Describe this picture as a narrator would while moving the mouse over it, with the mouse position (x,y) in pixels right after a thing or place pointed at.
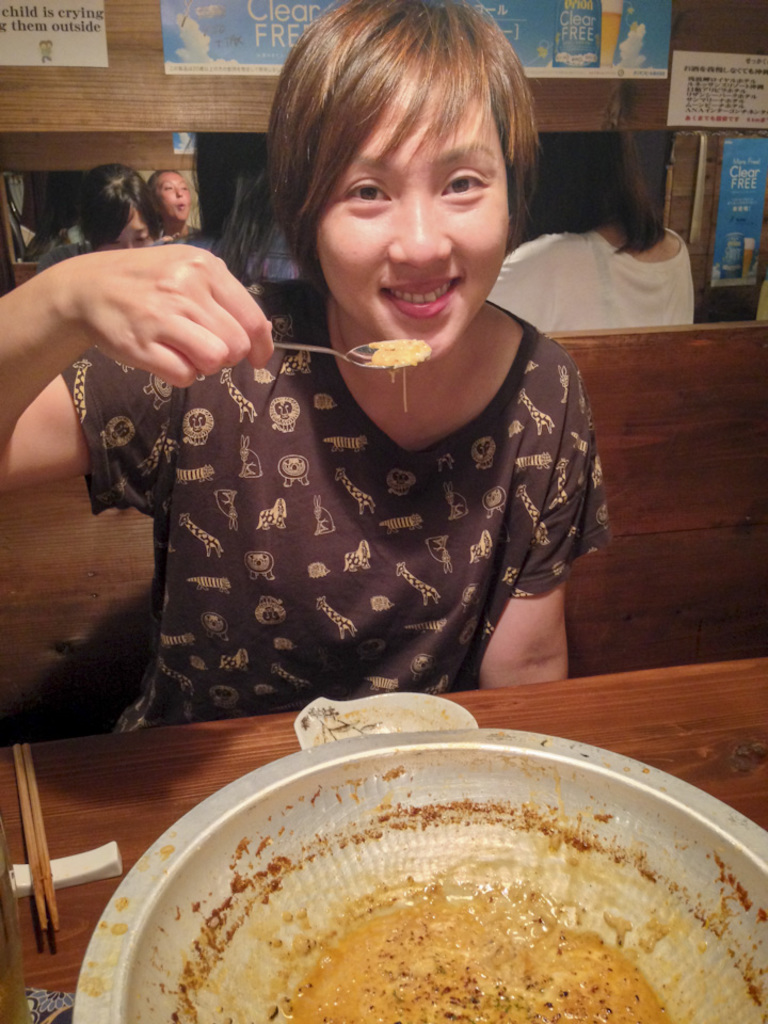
Woman (411,532) in brown t-shirt (249,527) is holding spoon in her hands (194,322) and she is smiling. She is sitting on bench (763,611). In front of her, we see a brown table (673,693) on which a bowl (214,813) containing food (419,989) is placed on it. Behind her, we see many people (166,185) sitting and having their food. On top of the picture (255,41), we see many charts (617,52) placed on the cupboard (161,91).
